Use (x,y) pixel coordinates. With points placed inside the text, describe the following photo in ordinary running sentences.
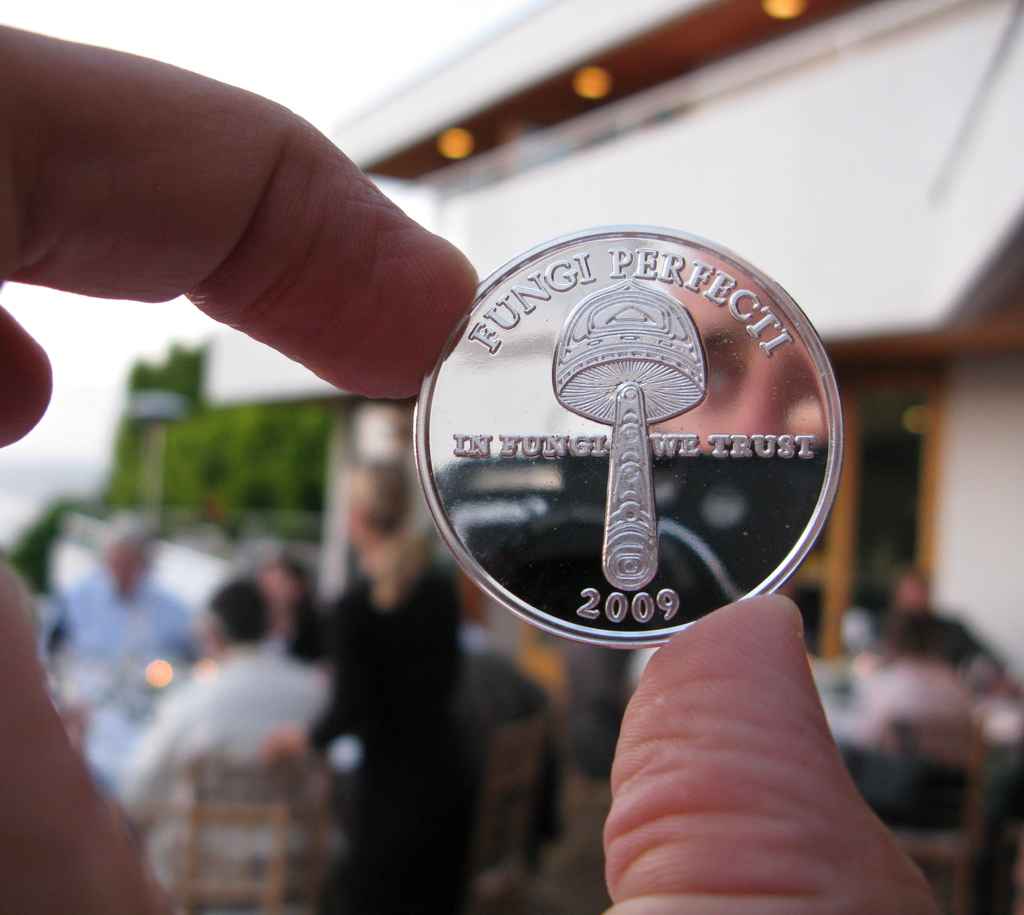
As we can see in the image in the front (19,352) there is a human hand (19,352) holding a coin (675,434). In the background (602,662) there is a house (331,579), trees (256,462) and few people (103,569) sitting on chairs (262,851) and there is sky (281,67). The background (189,451) is blurred.
